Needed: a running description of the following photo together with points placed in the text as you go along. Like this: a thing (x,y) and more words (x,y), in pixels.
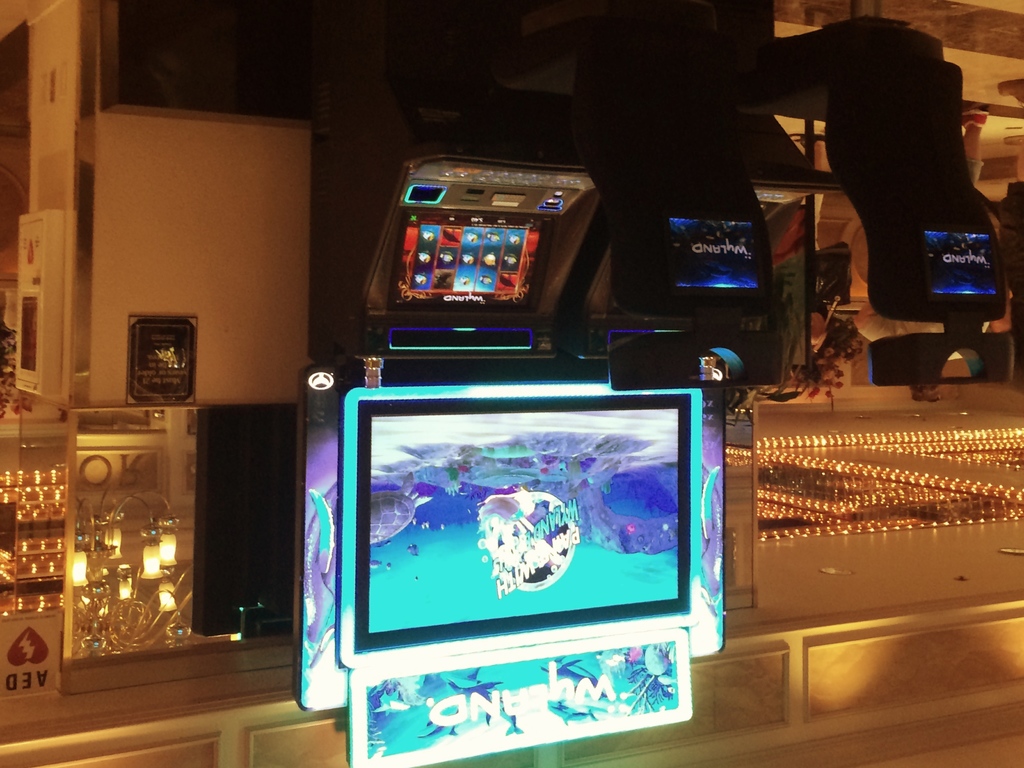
In this image we can see many screens (686,496), at the left (135,454) there is a mirror (77,628), and lamp reflection (129,603) on it, there are lights (780,466) at the right (873,431), there is a wall (264,163).
